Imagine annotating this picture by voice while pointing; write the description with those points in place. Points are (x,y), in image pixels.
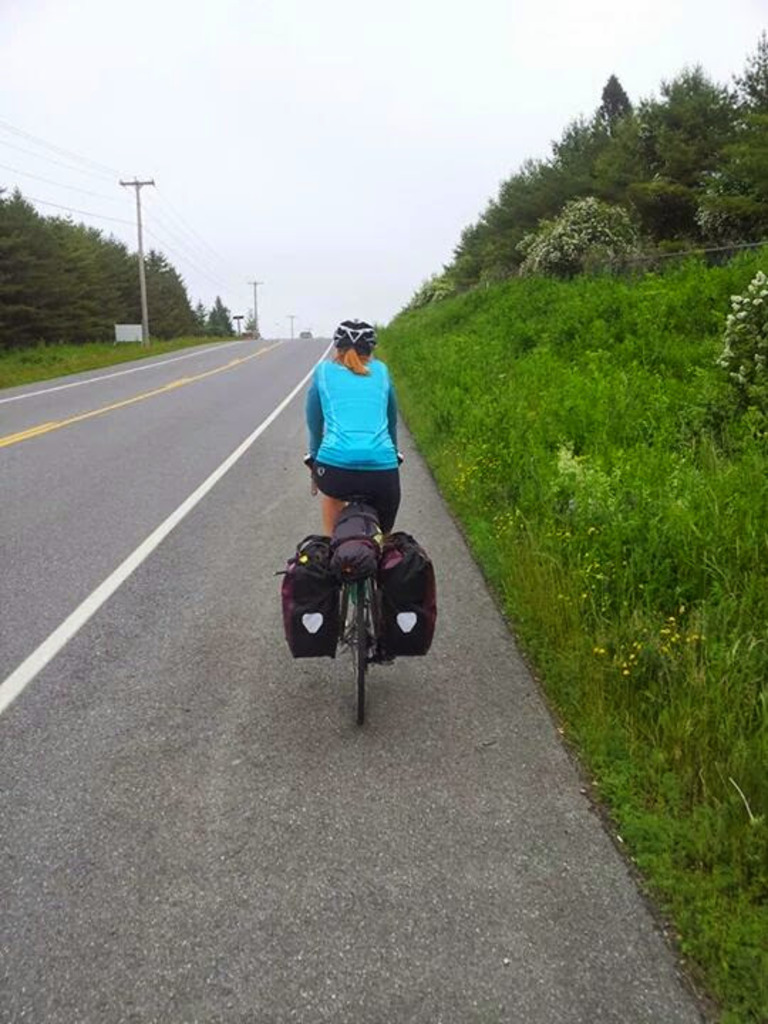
In this image I can see a person (368,474) is riding the bicycle (367,605). The person (393,408) is wearing blue and black color dress (360,432) and the helmet (354,345). I can see few bags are hanged to the bicycle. Back I can see few trees (665,232), current poles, wires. The sky (302,145) is in white color.
